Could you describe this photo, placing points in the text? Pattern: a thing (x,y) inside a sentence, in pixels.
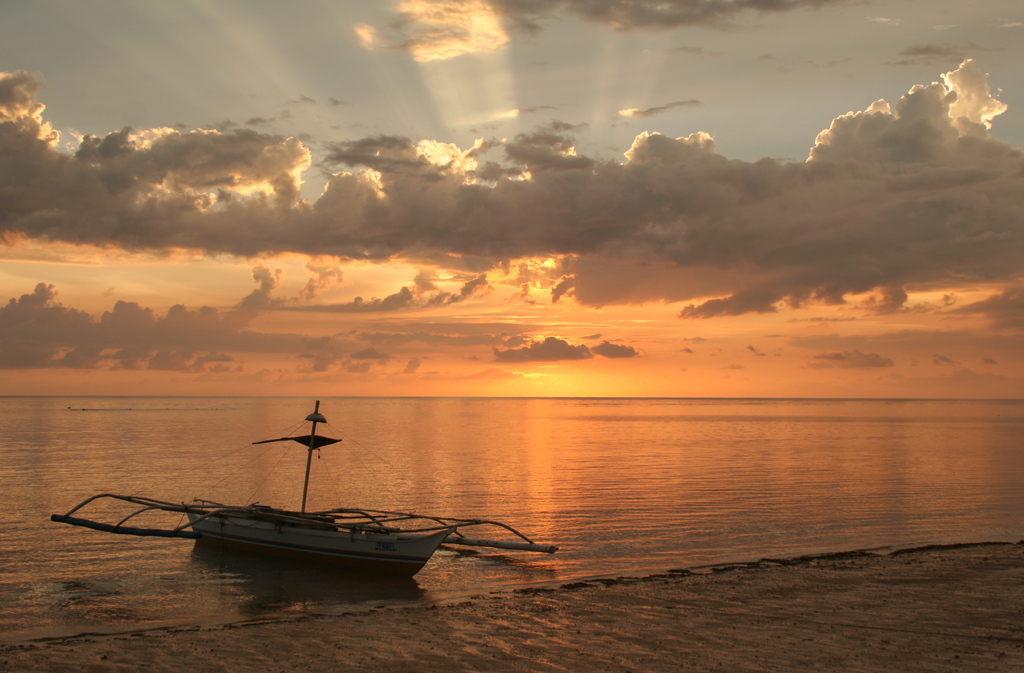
This is an outside view and it is a beach (804,591). On the left side (284,530) there is a boat (280,529) on the water (562,460). At the top of the image (595,131), I can see the sky (100,37) and clouds (262,252).
